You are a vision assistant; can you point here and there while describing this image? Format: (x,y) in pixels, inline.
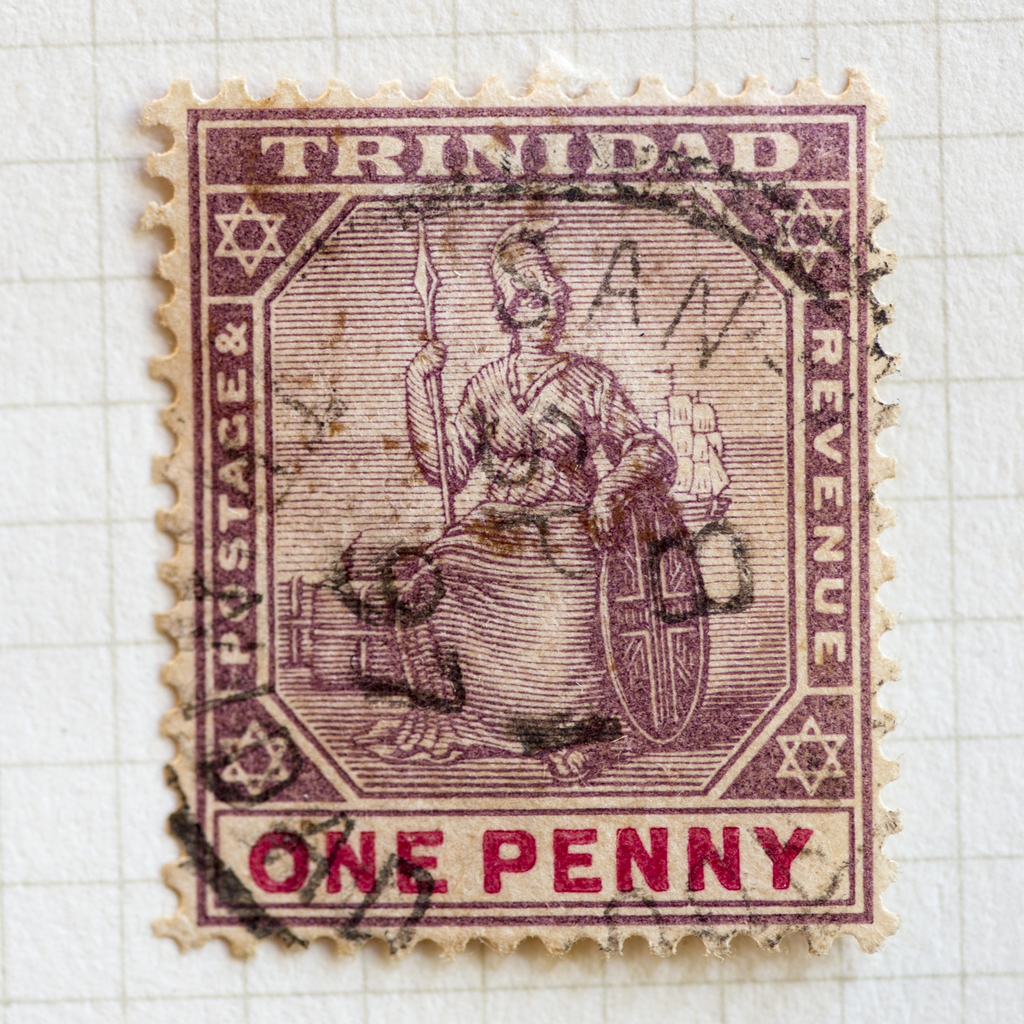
Here in this picture we can see a stamp (372,258) present on a place over there and in that stamp (443,740) we can see a person (494,539) with a shield (622,570) and fighting spear (440,419) present in hand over there.
